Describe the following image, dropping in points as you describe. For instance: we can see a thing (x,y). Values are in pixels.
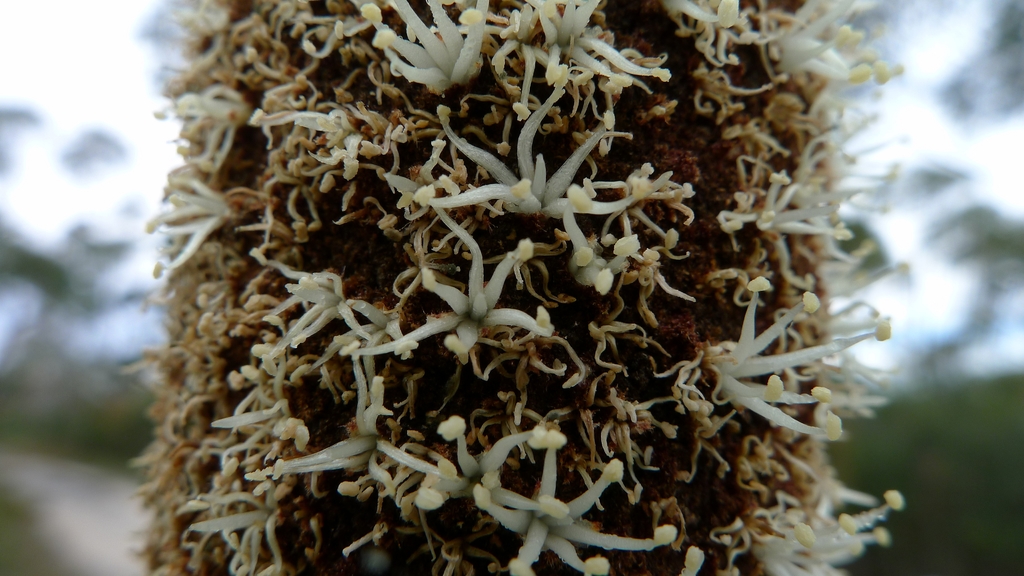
In this we can see white color flowers (556,210). In the background (72,192) it is blurred.
